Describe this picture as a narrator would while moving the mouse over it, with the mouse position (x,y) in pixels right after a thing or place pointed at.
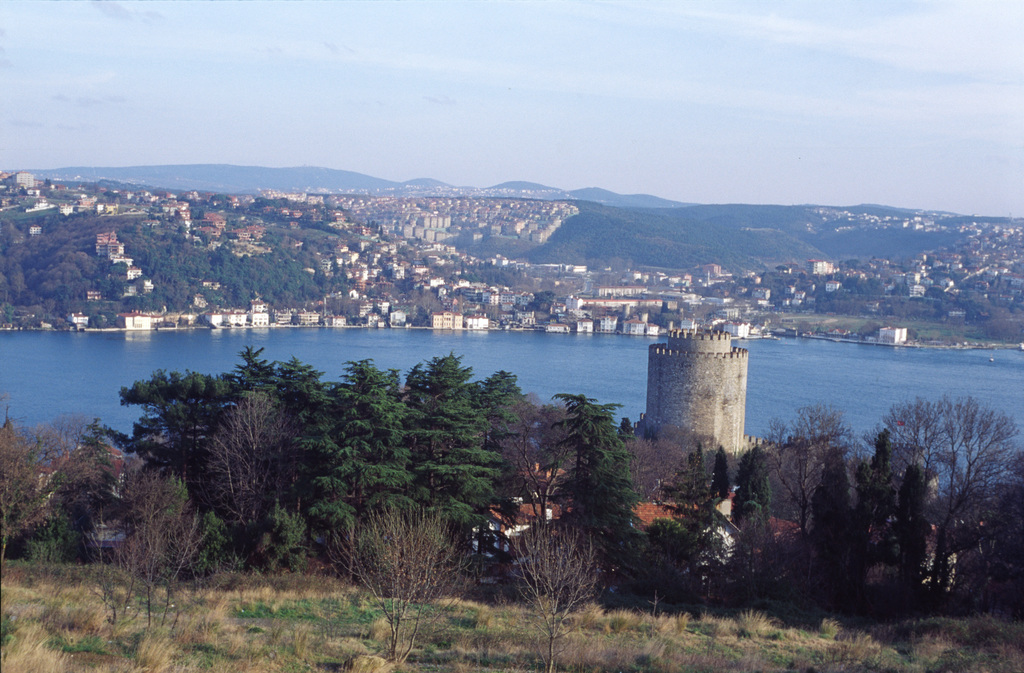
Here we can see trees (336,412), grass (333,611) and water (409,341). Background (396,320) we can see buildings (485,285) and sky (416,106).
